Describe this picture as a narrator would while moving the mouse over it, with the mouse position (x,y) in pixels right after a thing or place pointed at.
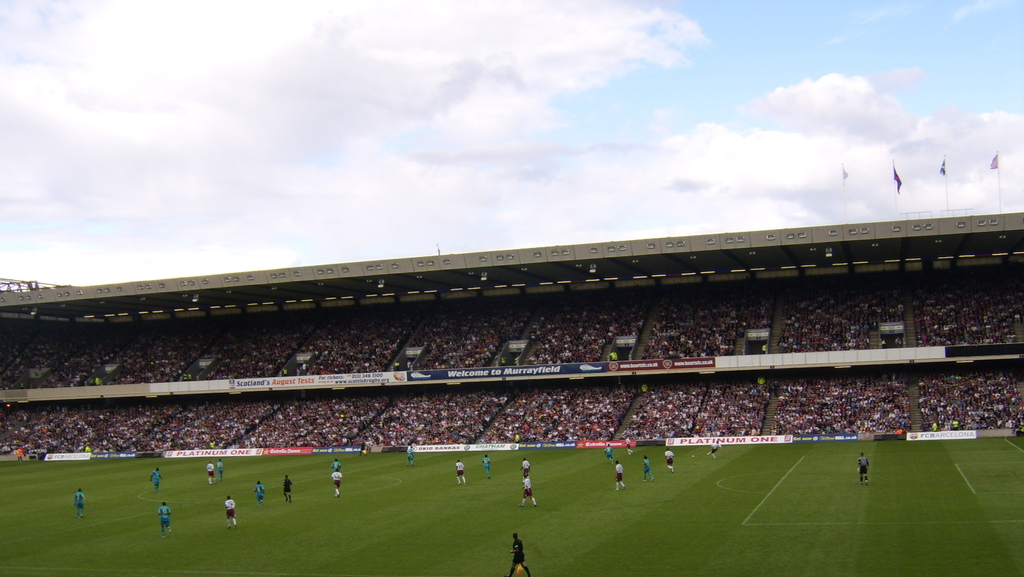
In this picture I can observe some players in the ground (509,471). This is a football ground (394,513). I can observe white and blue color jerseys (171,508). There is a stadium (386,423) in which some audience (291,347) are seated in the chairs (291,422). On the right side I can observe four flags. In the background (817,174) there is a sky (396,117) with some clouds (339,144).
